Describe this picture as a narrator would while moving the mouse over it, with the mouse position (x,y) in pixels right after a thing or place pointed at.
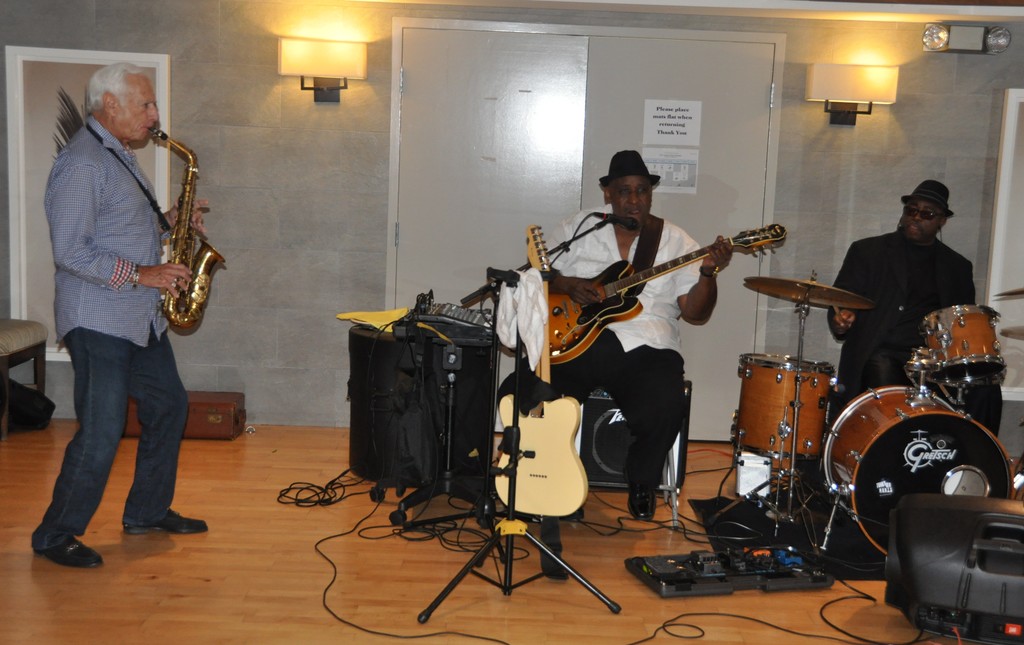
These two person (643,178) are sitting and playing musical instruments (974,379), this person (129,216) standing and playing musical instruments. We can see cables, electrical devices (993,582) on the floor (426,602). On the background (259,182) we can see wall (248,12), door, lights (315,87). There is a microphone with stand (438,596).
